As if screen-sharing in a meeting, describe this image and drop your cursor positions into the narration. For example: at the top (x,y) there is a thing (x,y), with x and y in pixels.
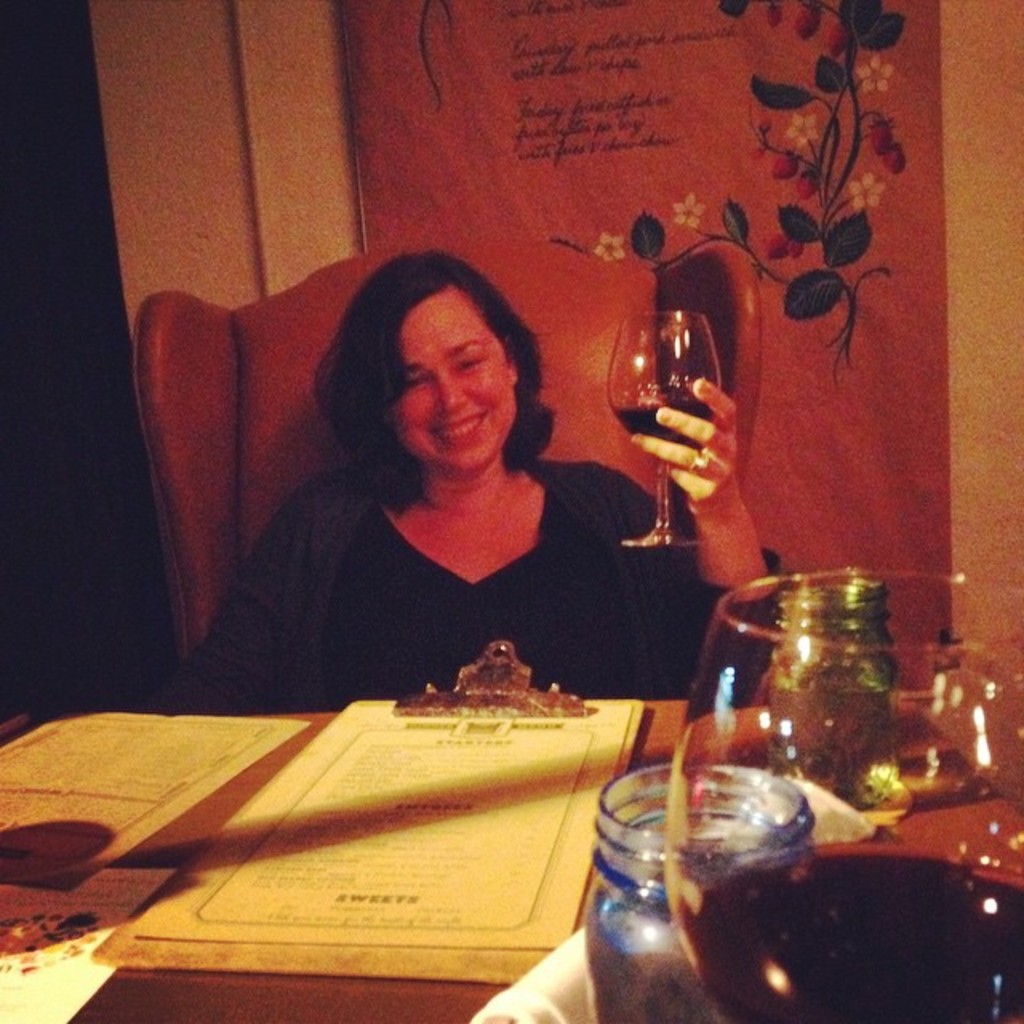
In this image, woman (558,512) is holding a wine glass (643,423) liquid (642,419) in it. She is smiling, she sat on the chair (262,488). In-front of her, we can see a wooden table (361,991), so many items (740,846) are placed on it. And background (242,204), there is a banner (586,133), pipe (256,215) and wall (226,199).
